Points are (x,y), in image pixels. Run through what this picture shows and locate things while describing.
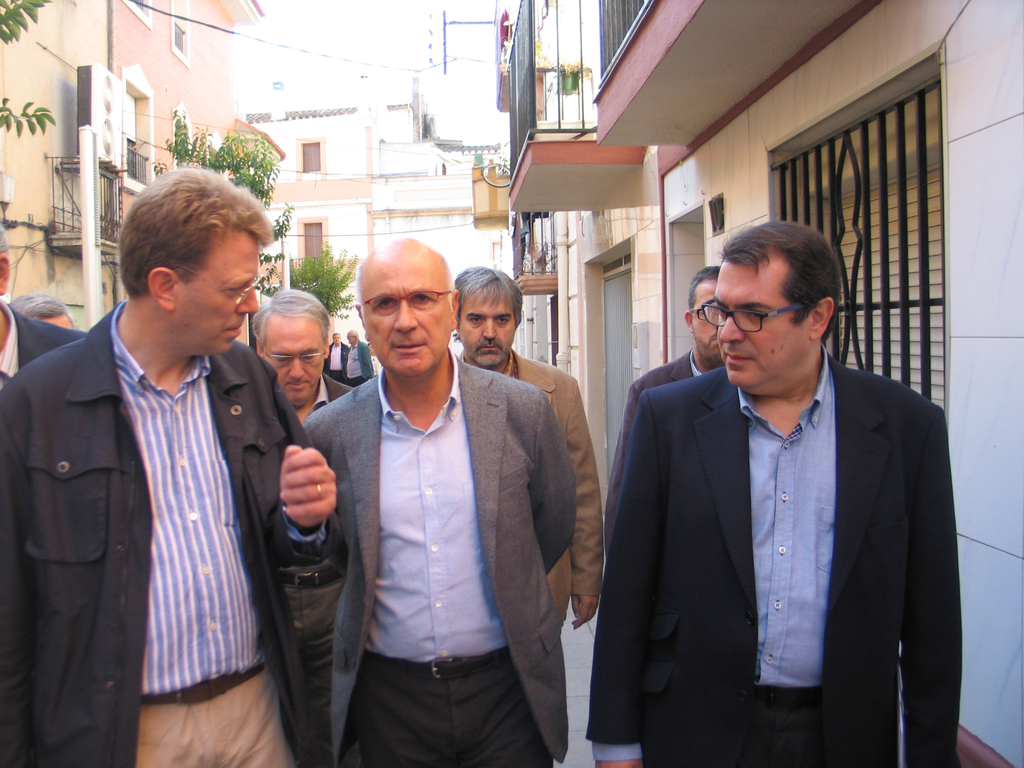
In the center of the image (392,278) there are people (451,385). In the background of the image (311,167) there are buildings (920,87). There are trees (326,261).
